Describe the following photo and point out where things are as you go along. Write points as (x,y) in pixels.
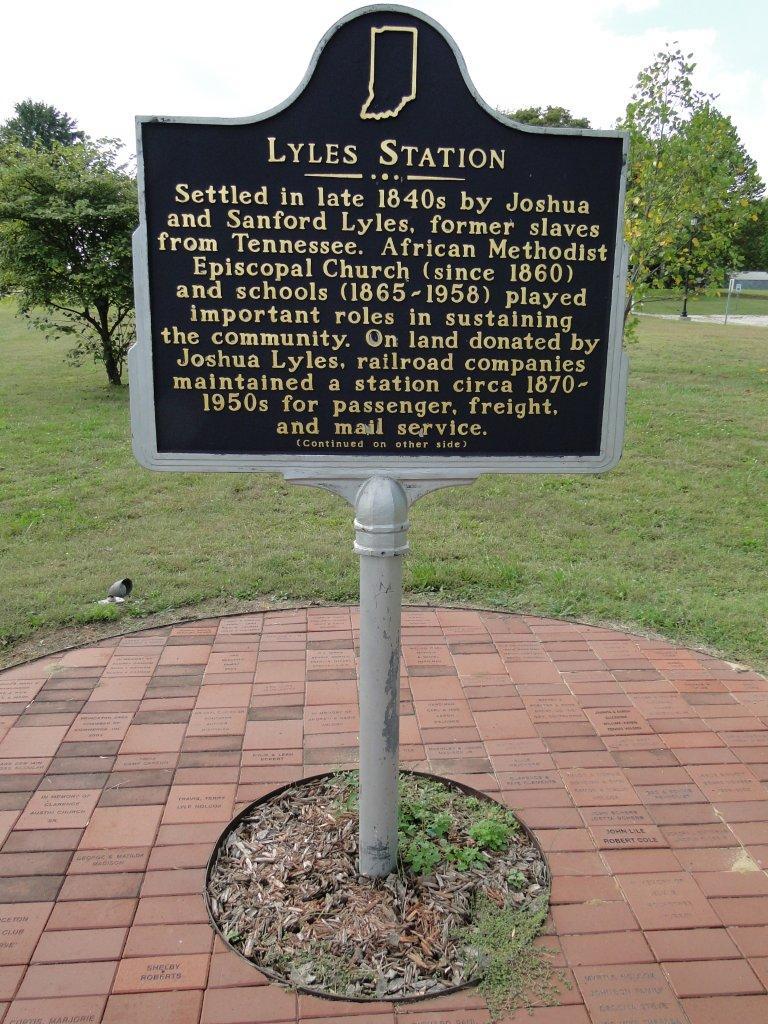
In this image we can see a board (321,295) with some text (392,285) on it, there are trees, grass (182,544), there is a light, also we can see the sky (602,66).
